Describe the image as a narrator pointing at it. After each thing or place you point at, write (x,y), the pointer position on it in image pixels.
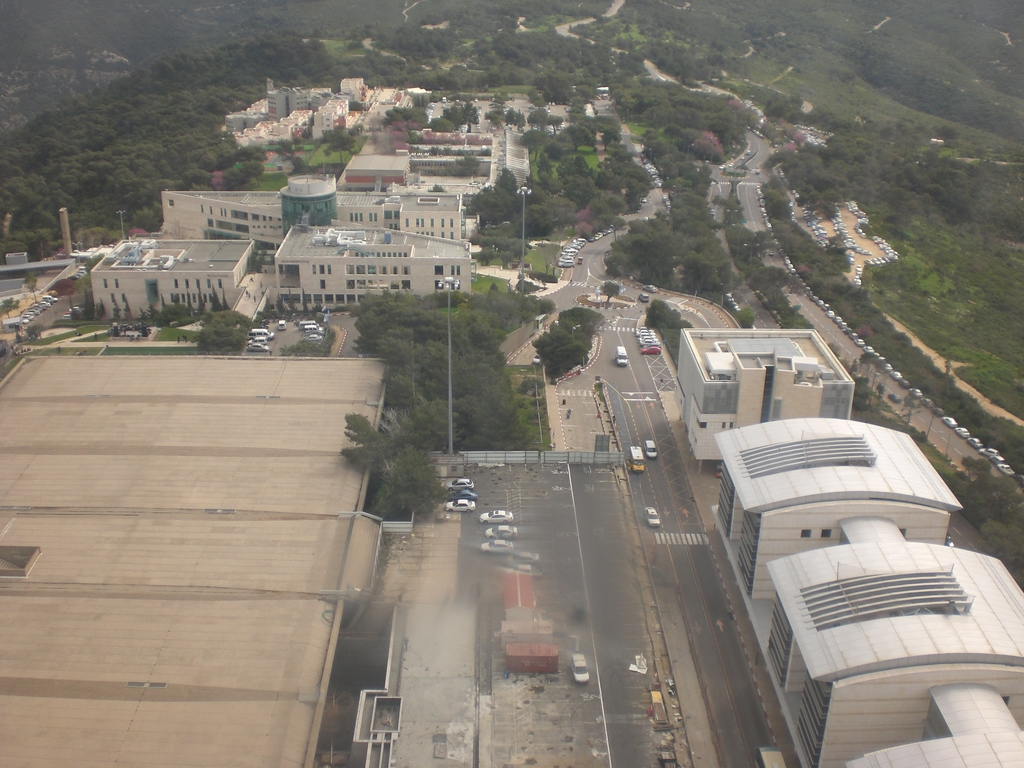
In the center of the image (607,362) there is a road (587,254) and we can see cars (490,515) and buses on the road (648,429). There are trees (138,110) and buildings (280,389). We can see poles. In the background (134,102) there are hills (238,46).
